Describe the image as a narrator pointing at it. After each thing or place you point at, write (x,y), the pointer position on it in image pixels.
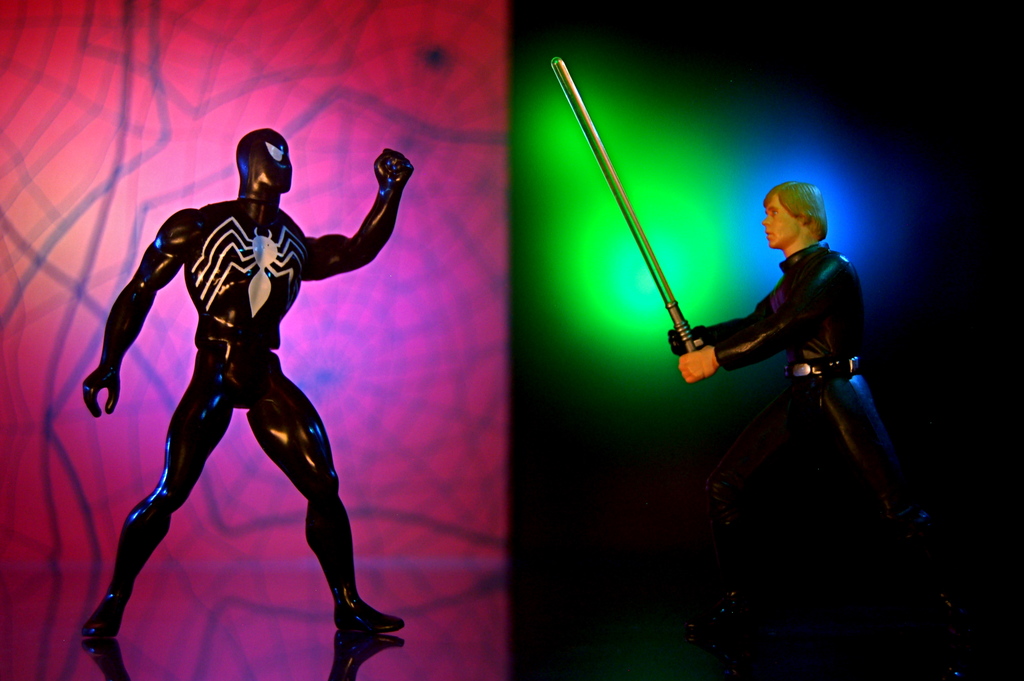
This image consists of two toys (122,342) in black color. To the left (238,294), the toy (307,469) is of a spider man (211,244).
